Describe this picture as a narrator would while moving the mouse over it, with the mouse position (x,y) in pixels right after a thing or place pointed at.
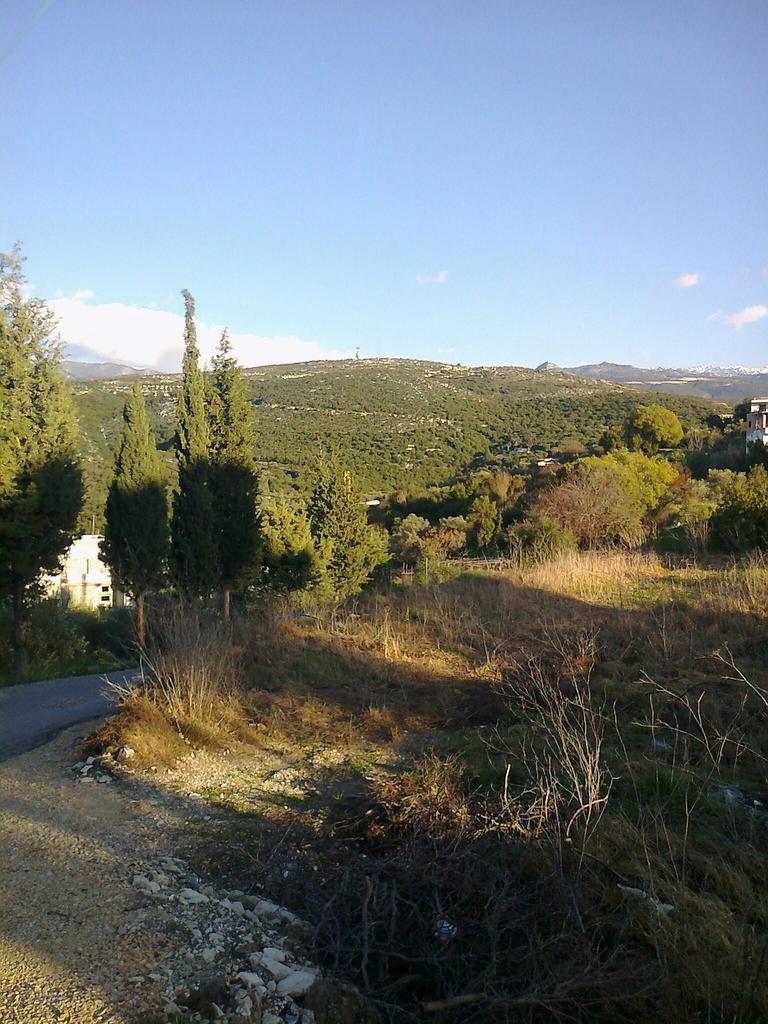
There is a grassy land (269,823) and stones (203,941) are present at the bottom of this image (310,852). We can see trees (474,521) in the middle of this image (305,515) and the sky (356,290) is in the background (374,307).
